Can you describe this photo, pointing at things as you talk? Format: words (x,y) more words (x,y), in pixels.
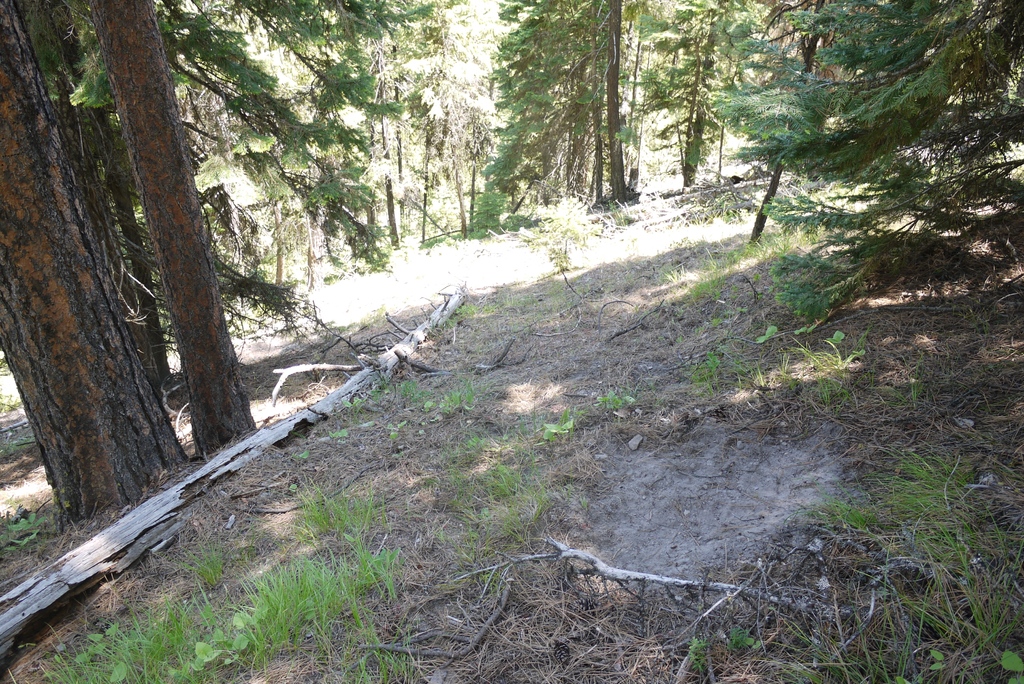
On the left side (55,257), there are trees (101,154), a wood (139,531), and grass (179,639) on the ground (179,639). On the right side (974,536), there is ash (643,528), trees (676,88) and grass (875,482) on the ground (815,512). In the background (465,30), there are trees (457,88).
